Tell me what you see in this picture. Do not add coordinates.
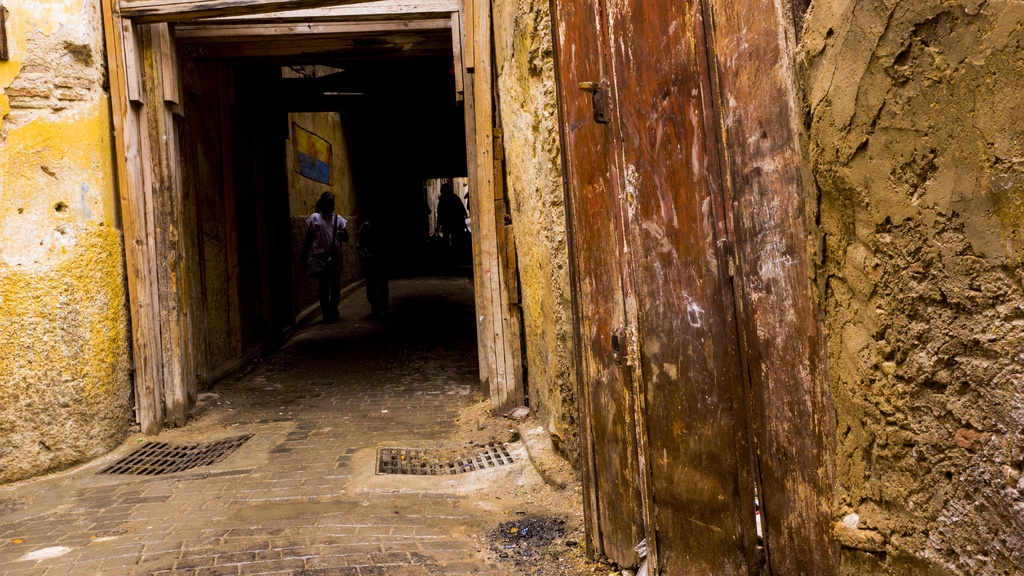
In this image I can see few people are standing. I can also see little bit darkness over there.
